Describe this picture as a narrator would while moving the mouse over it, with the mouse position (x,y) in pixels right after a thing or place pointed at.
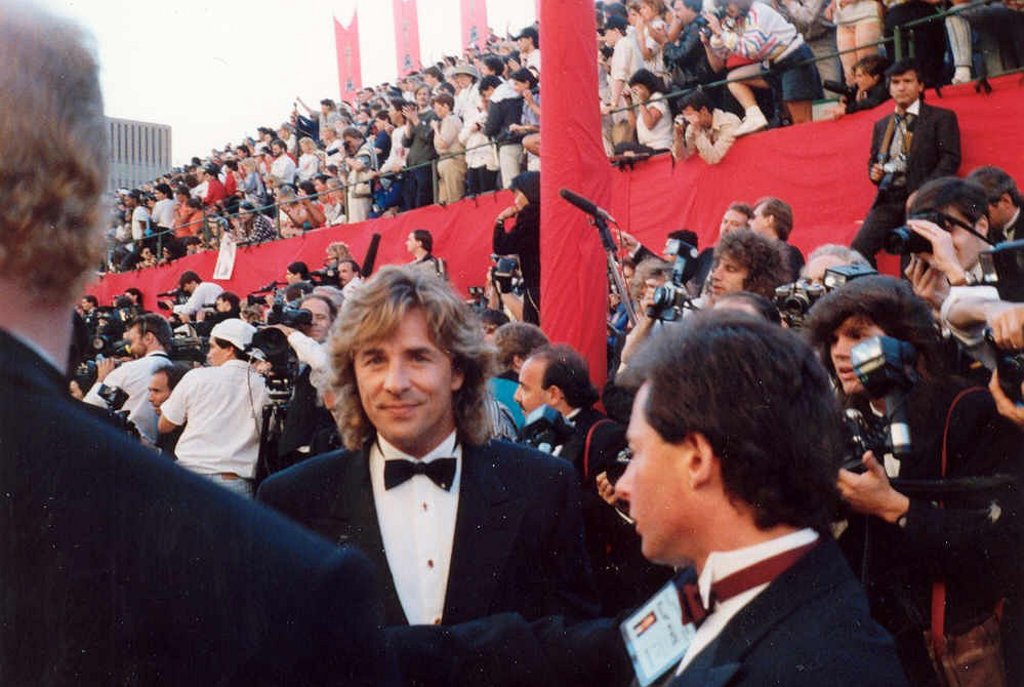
Here we can see some persons (634,479) and they are holding camera (852,466) with their hands (879,514). In the background (151,81) we can see a building (154,145), banners (472,23), and sky (292,36).
